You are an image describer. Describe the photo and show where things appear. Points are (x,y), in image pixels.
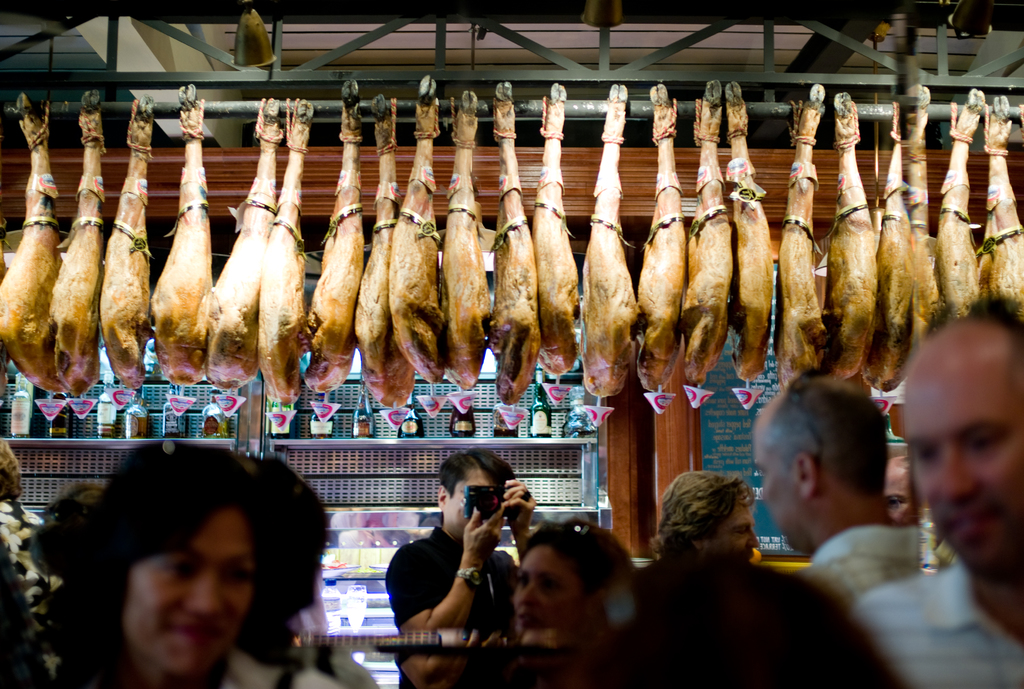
There are few persons (610,570). Here we can see meat (850,221) of an animal (908,169). In the background (262,443) we can see bottles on the rack (489,405) and there is a board (719,433).
